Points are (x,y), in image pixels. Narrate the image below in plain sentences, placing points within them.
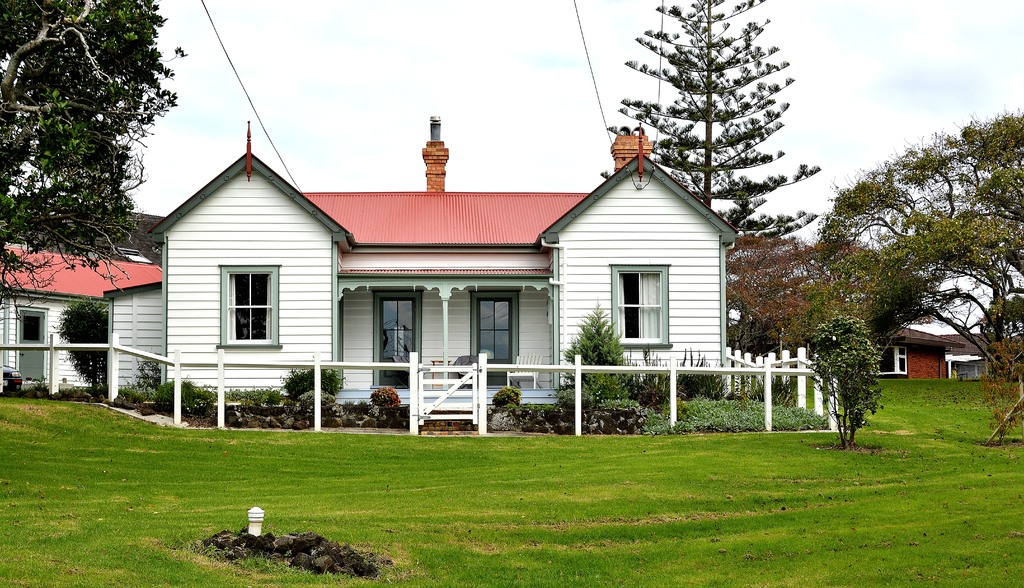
This looks like a house (527,241) with the windows (261,291) and doors (498,332). I can see the trees (740,143), plants (693,416) and bushes (498,399). Here is the grass (950,404). This looks like a wooden fence (769,365). Here is a wooden gate (454,401). In the background (917,347), I can see another small house (905,366) with a window (899,366).
